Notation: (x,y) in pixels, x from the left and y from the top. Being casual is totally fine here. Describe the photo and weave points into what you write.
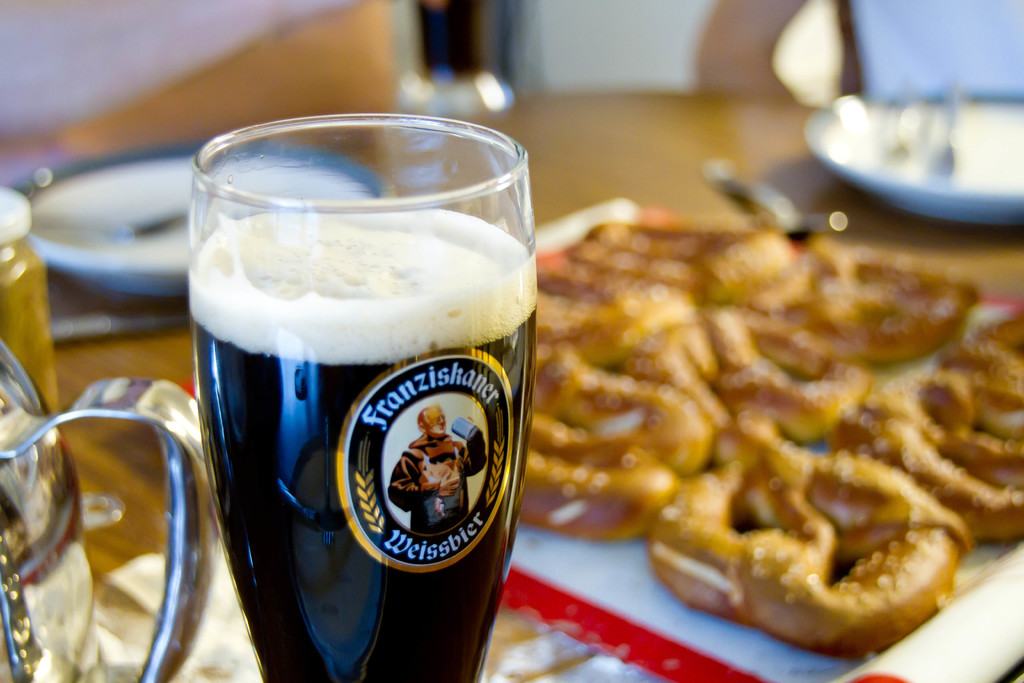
In this image I can see a glass (378,131), food items (779,303), plates (965,178), spoons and few objects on the brown table (638,158). Food (761,355) is brown color.
